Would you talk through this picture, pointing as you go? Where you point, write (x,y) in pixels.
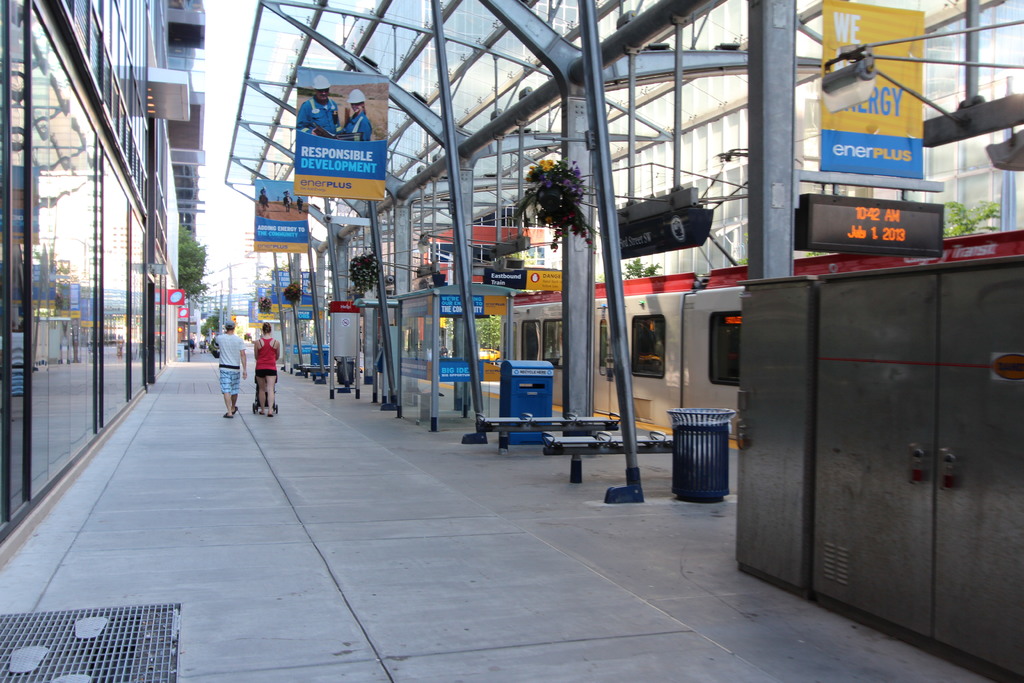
This image is taken outdoors. At the bottom of the image (343,571) there is a floor (297,525). On the right side of the image (707,179) there are many iron bars (484,130). There are many boards (857,123) with text (452,311) on them. There is a dustbin (674,442) on the floor (614,478). There are a few cabins (441,412) and there is a building (724,171) and there are a few trees (984,224). On the left side of the image (156,253) there is a building (81,374) with walls (104,128), windows (97,204) and a roof (165,88). There is a tree (186,241). In the middle of the image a man (220,370) and a woman (261,363) are walking on the floor (252,377) and there is a plant (532,206) in the pot (553,203).
